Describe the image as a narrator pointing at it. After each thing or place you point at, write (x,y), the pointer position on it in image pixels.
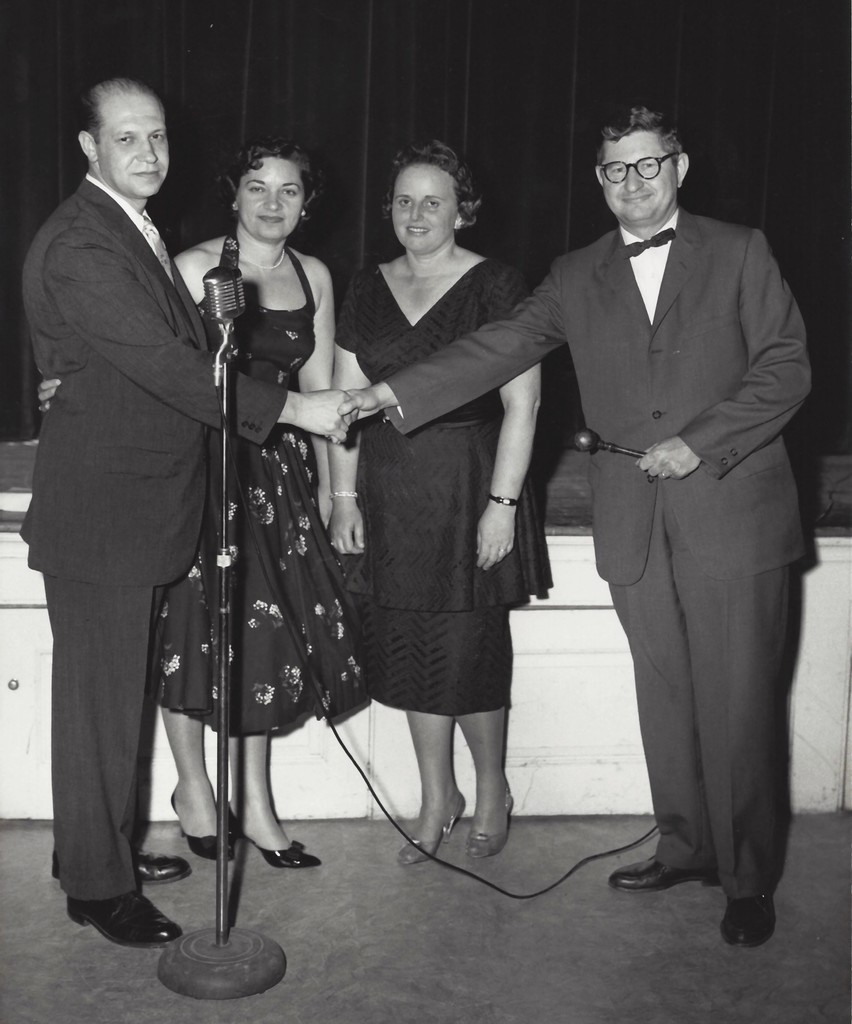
This picture is in black and white. In the center (548,559), there are four people (86,421). Towards the left (101,523) and right, there are two men (692,354) wearing blazers (692,354) and trousers (640,721). In between them, there are two women (430,312) wearing frocks (463,410). Before them, there is a mike (235,302). Behind them, there is a stage (575,646) with curtain (418,107).
